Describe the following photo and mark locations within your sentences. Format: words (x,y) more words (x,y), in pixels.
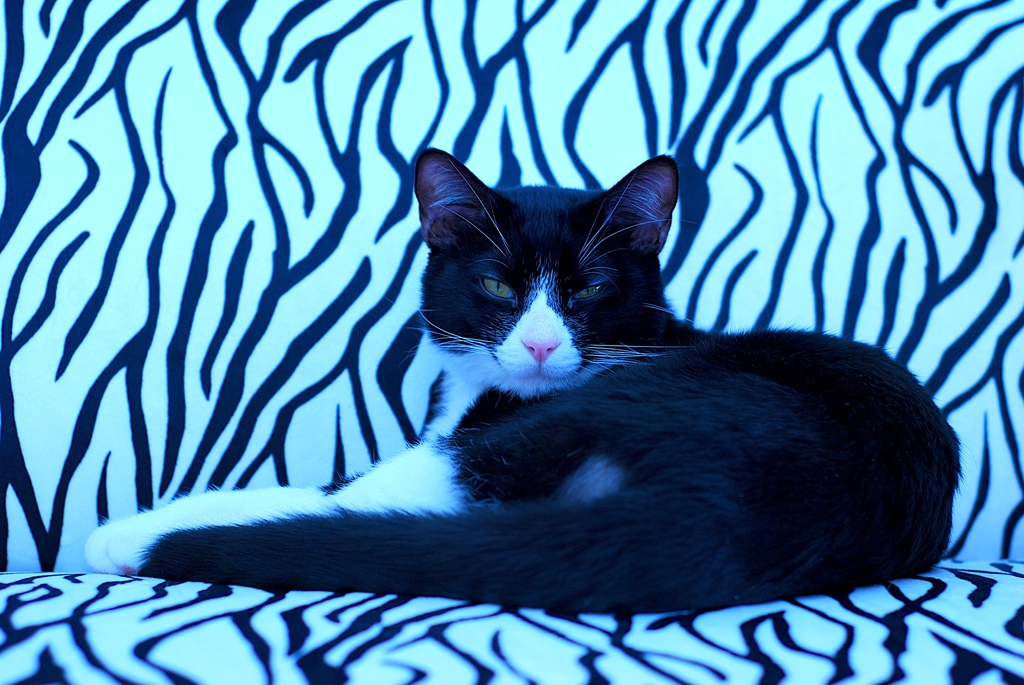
In the picture I can see a cat (583,529) is sitting on an object (734,648). The cat (480,491) is black and white in color.
